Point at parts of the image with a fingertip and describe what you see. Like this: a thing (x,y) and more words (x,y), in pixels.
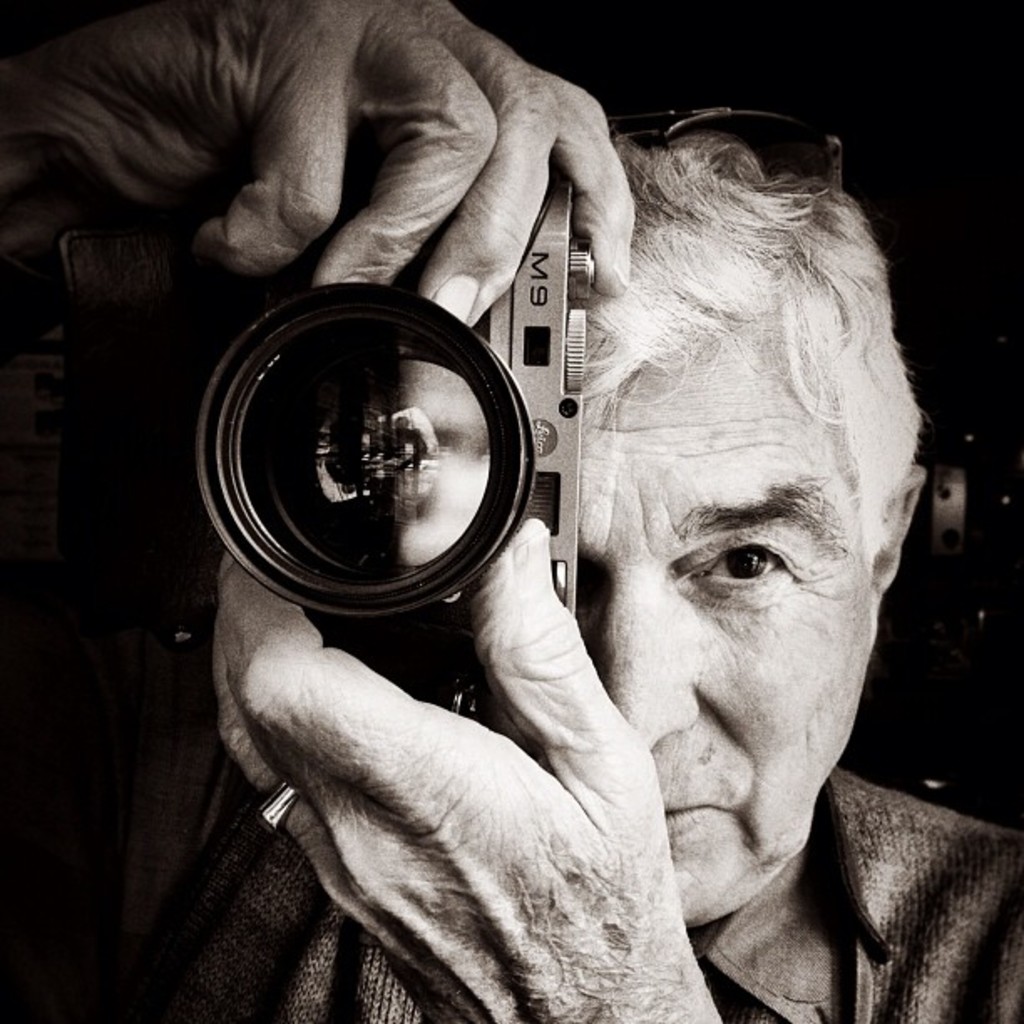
In this picture we can see a old man (808,739) wearing sweatshirt (926,964) and a silver ring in the finger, holding the camera (296,421) in this hand (349,695) and giving the pose in the photograph.
